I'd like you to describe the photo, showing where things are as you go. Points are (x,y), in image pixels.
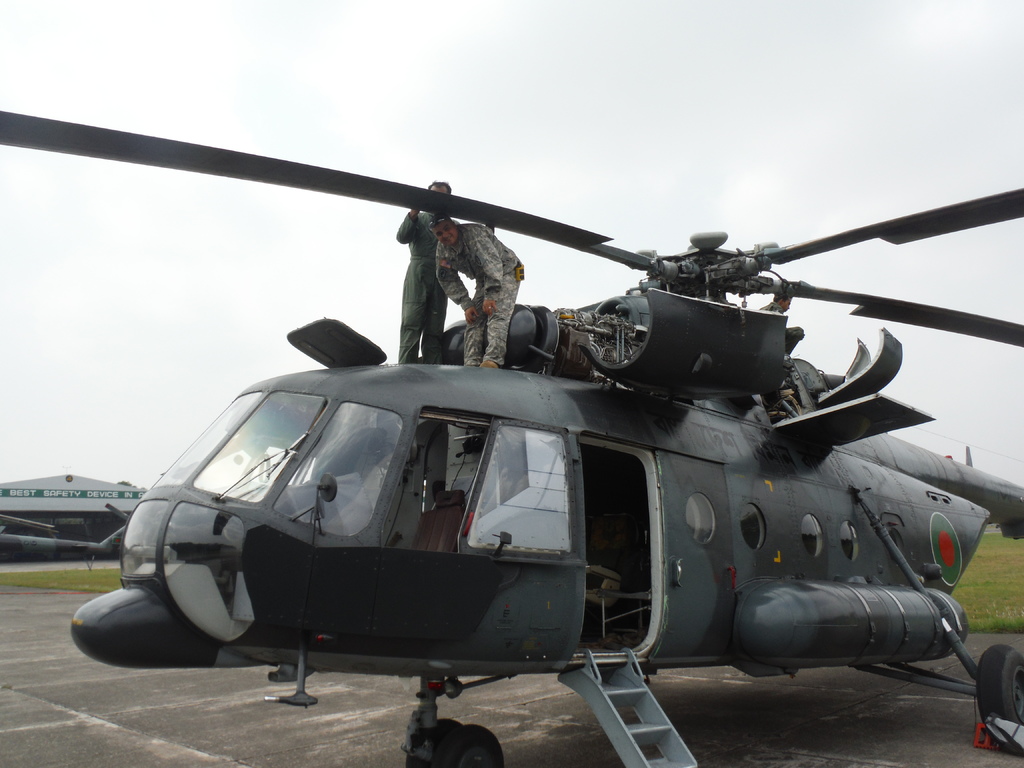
As we can see in the image there are two people (458,225), helicopter (653,533), grass (979,555) and on the top (322,148) there is sky (325,133).
